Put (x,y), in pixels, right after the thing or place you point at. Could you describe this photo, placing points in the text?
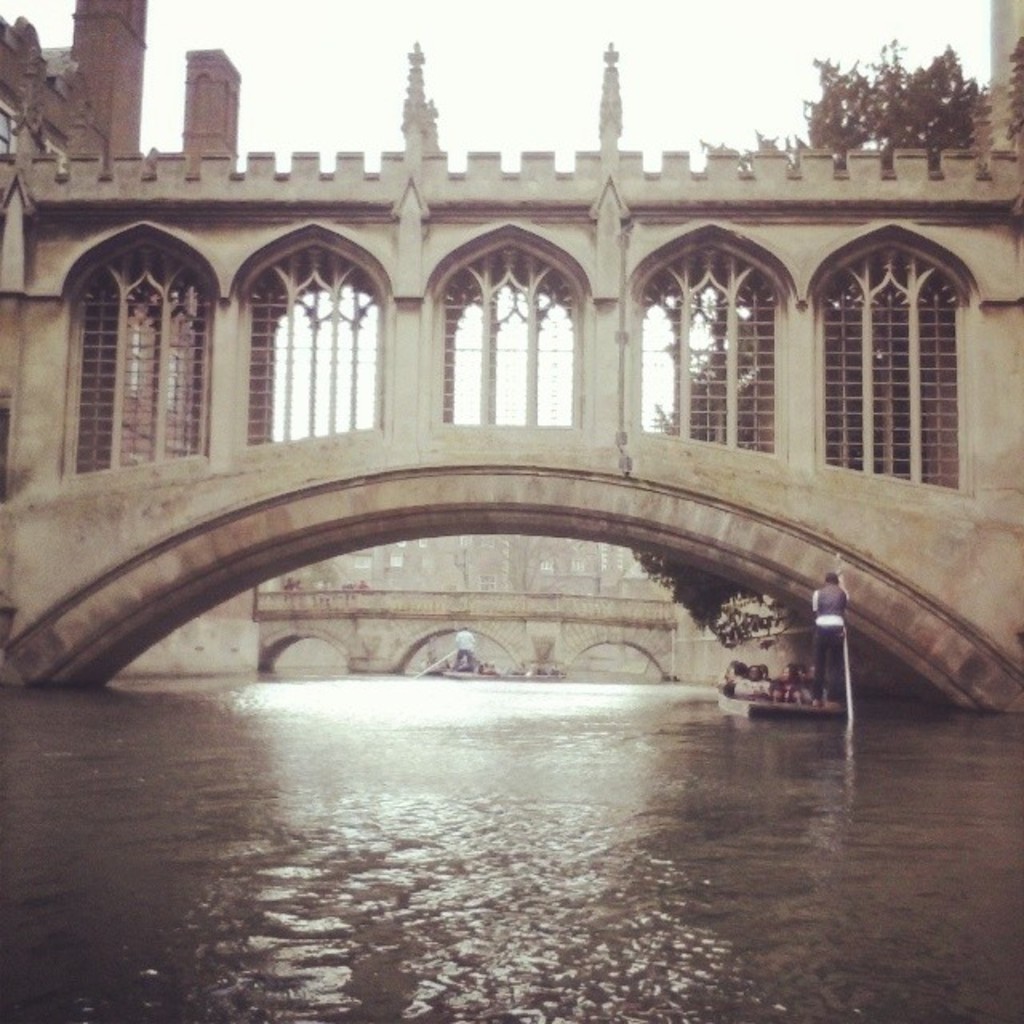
In this image there are two concrete bridges (502,526) with metal rods (87,404), beside the bridges (808,412) there are trees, beneath the bridges (393,442) there is a river (378,765), on the river (712,774) there are two boats (746,699) in which there are a few people (756,687) seated and there are two people (824,662) holding the paddle (447,659) are rowing the boat (759,700) on the water (412,826).
